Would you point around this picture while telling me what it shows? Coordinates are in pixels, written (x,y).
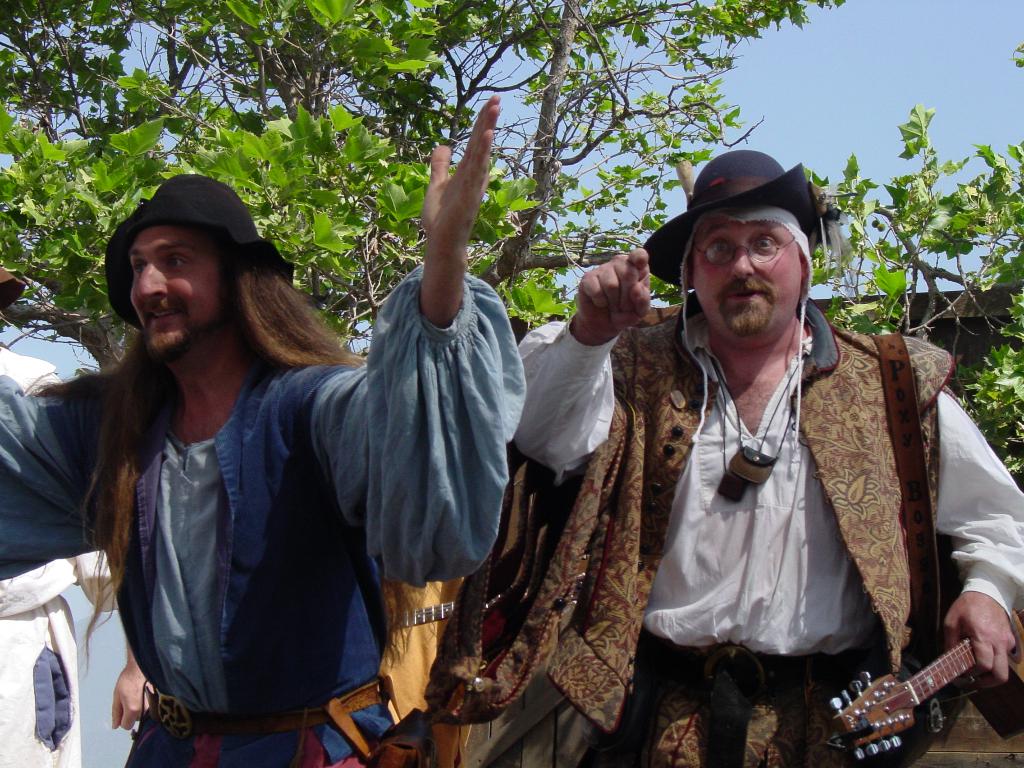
In this picture there is a person (747,482) standing and holding the guitar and there is a person (24,412) standing and talking. On the left side of the image (5,711) there is a person (48,738) standing. At the back (640,227) there is a tree (953,203). At the top (762,94) there is sky (778,43).
